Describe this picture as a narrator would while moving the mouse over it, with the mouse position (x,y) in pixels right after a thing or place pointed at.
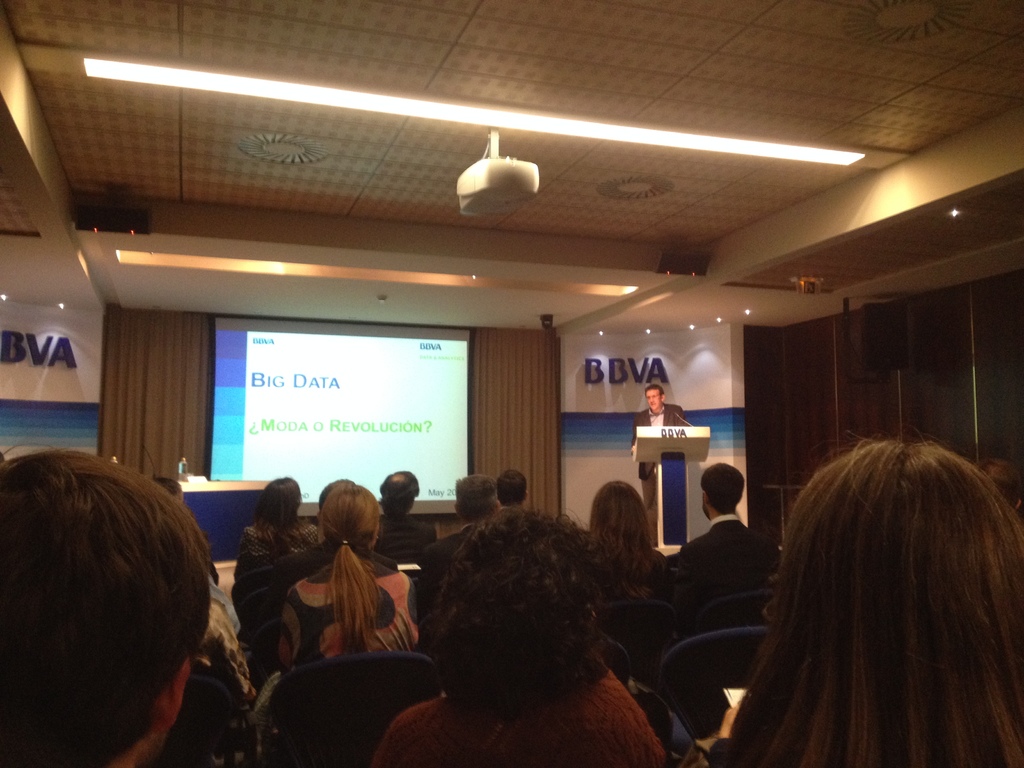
In front of the image there are people (8,552) sitting on the chairs (307,741). There is a person (652,396) standing in front of the podium (679,457). On top of it there are mike's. There is a table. On top of it there is a water bottle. In the background of the image (400,412) there is a screen (391,396). There are some letters (4,341) on the wall (576,417). There are curtains (199,472). On the right side of the image (877,306) there is a speaker (907,369). On top of the image (310,147) there are lights (725,143), projector (473,181) and some other objects (80,214).
